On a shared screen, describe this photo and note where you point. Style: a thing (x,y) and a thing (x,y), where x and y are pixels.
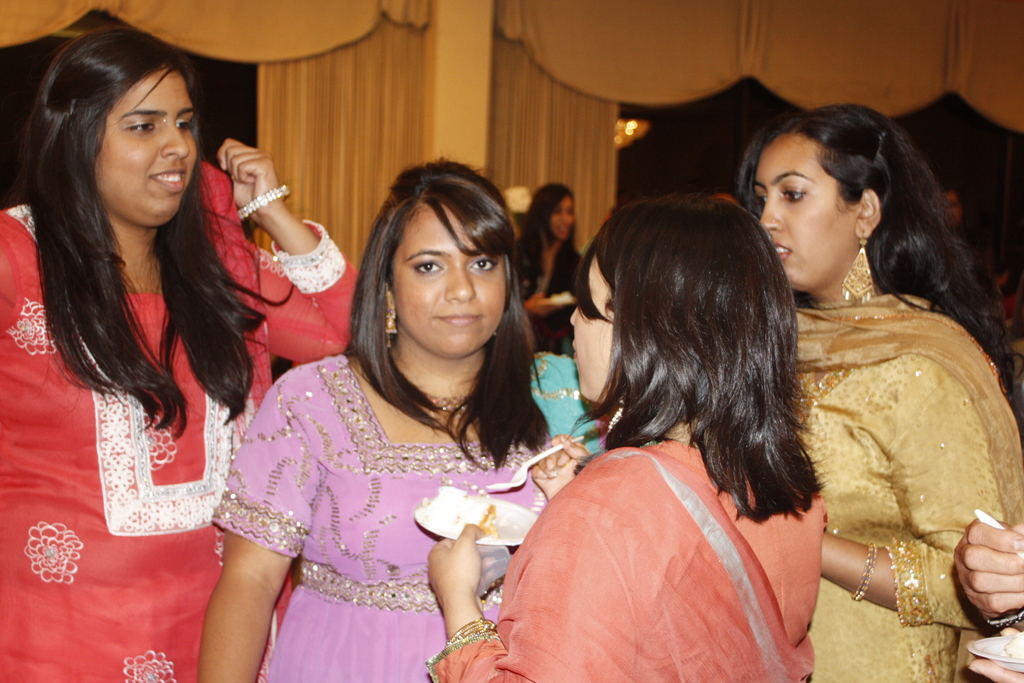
Here in this picture we can see a group of women (350,323) standing over a place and smiling and the woman (539,485) in the middle (555,455) is holding a plate (526,511) with some food item (467,506) in it and holding a spoon (525,478) in her hand (556,467) and behind them also we can see other people (568,220) standing and we can see curtains (271,98) present.
